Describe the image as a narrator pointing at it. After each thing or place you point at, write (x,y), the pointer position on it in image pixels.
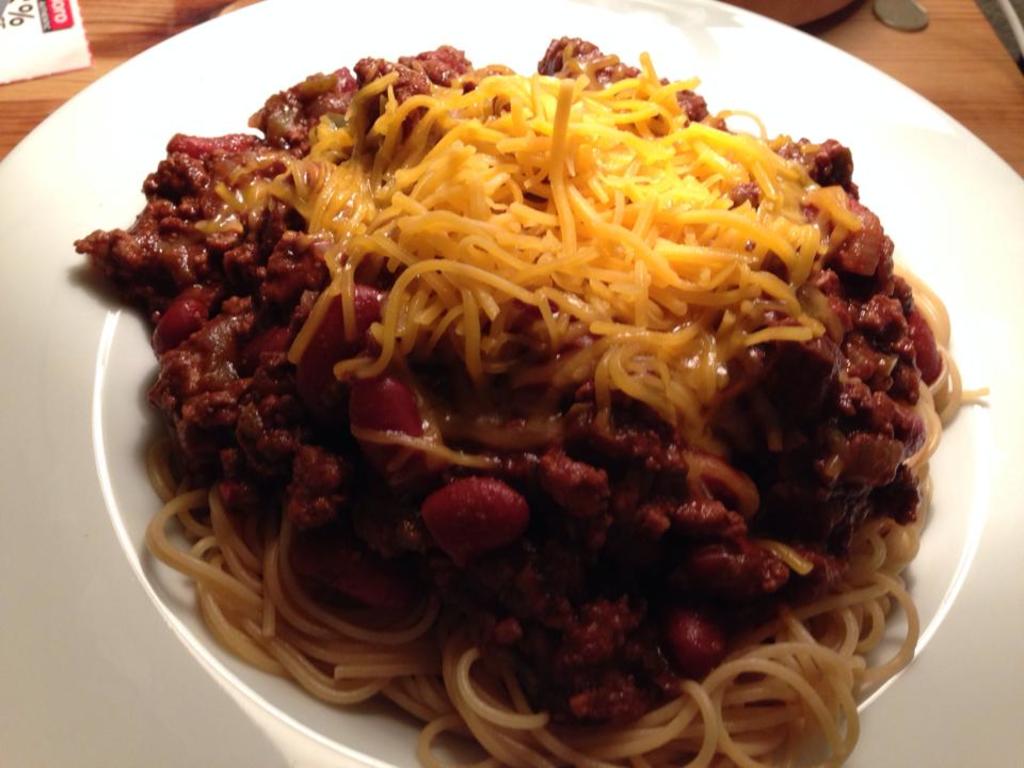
In this image there is a food item (341,409) on a plate (117,177), the plate (721,63) is on the table (94,66), beside the plate (143,103) there are some objects (839,7).
